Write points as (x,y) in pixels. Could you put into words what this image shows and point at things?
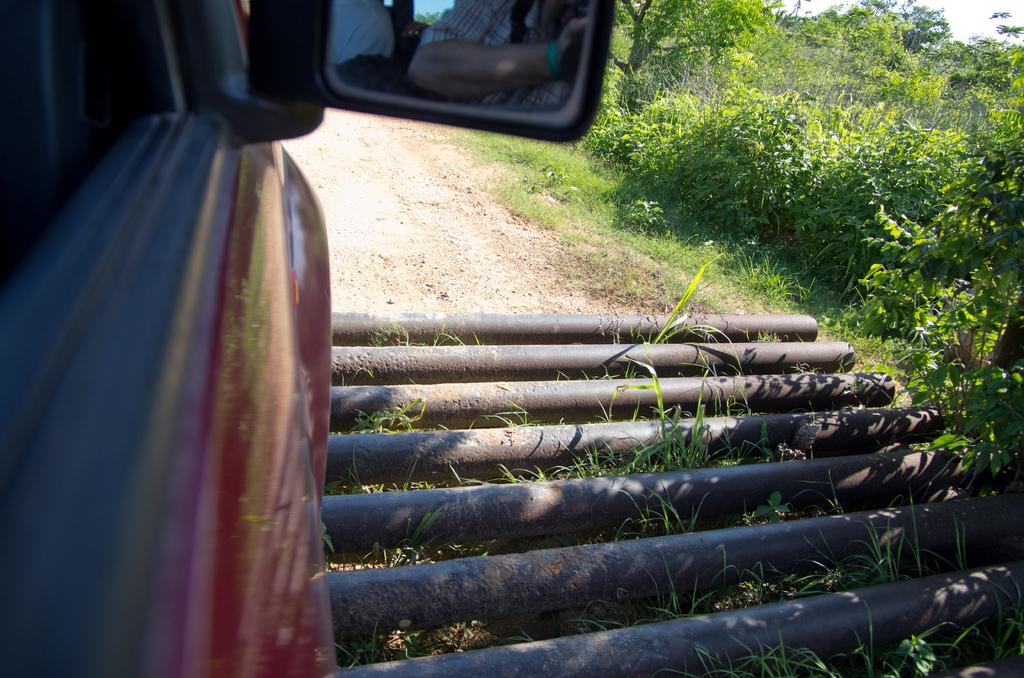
In this image we can see a vehicle (269,199) on the rods (469,359) on the ground (356,132) and we can see reflection (477,62) of few persons (494,50) on the side mirror (481,50) of the vehicle (260,589). In the background (840,200) there are trees (688,30) and plants (781,114) on the ground (468,210) and sky (858,2).
